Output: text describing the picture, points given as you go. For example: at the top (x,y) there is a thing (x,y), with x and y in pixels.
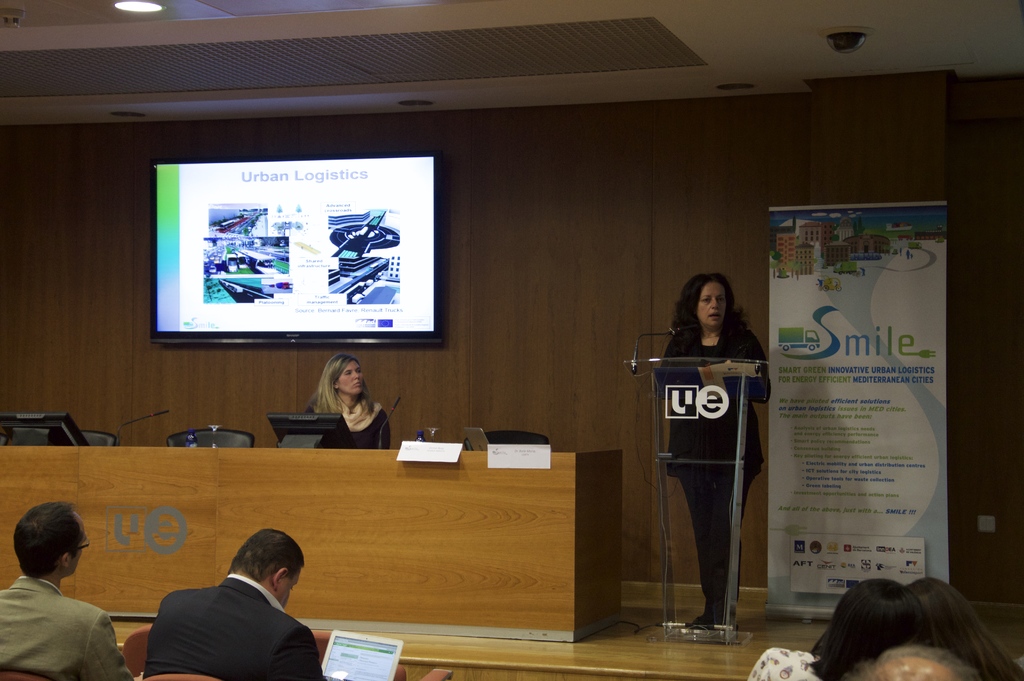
In this image I can see few people (261,661) sitting on the chairs (132,660) and one person (277,672) with the laptop (337,678). In-front of these people (289,661) I can see two people (371,441) and the podium (639,372). There is a table (460,484) in-front of one person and on the table (306,478) I can see the monitors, papers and few objects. In the background (430,240) I can see the banner (862,311) and the screen (358,336) to the wall (494,296). I can see the lights (145,3) at the top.
